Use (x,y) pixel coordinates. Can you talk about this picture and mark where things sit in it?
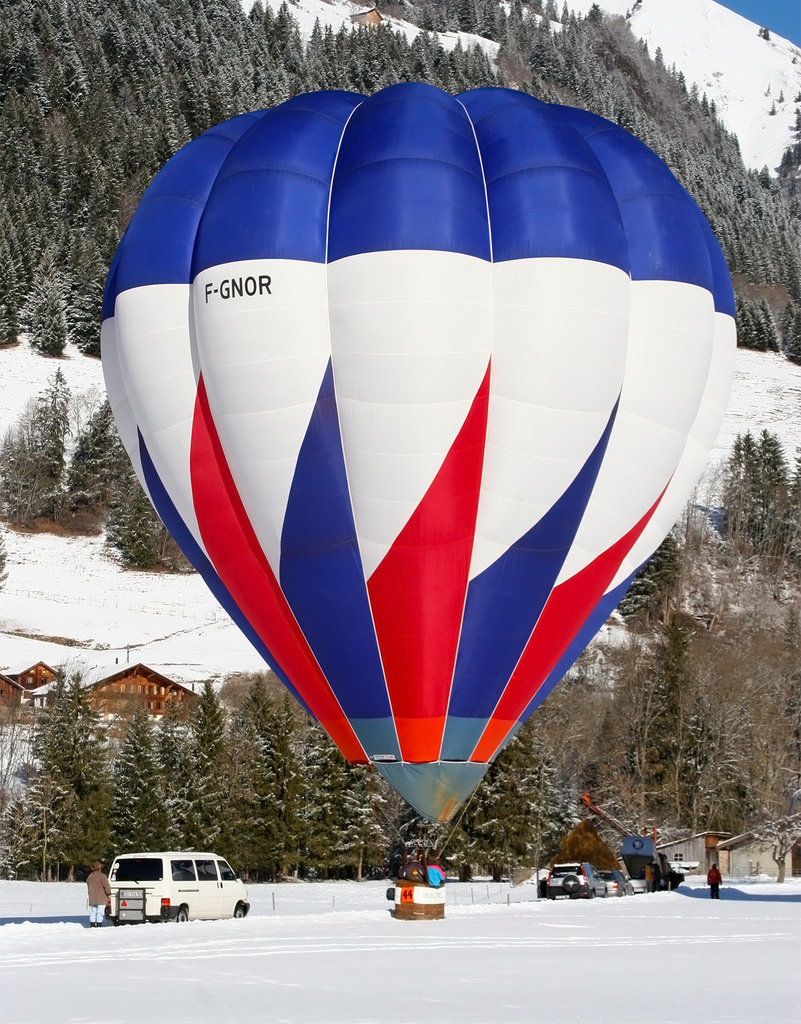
In this picture I can see few people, vehicles (124,896) on the snow (327,886) and also I can see hot air balloon (192,231) and some trees (98,162) on the hills (90,158).
